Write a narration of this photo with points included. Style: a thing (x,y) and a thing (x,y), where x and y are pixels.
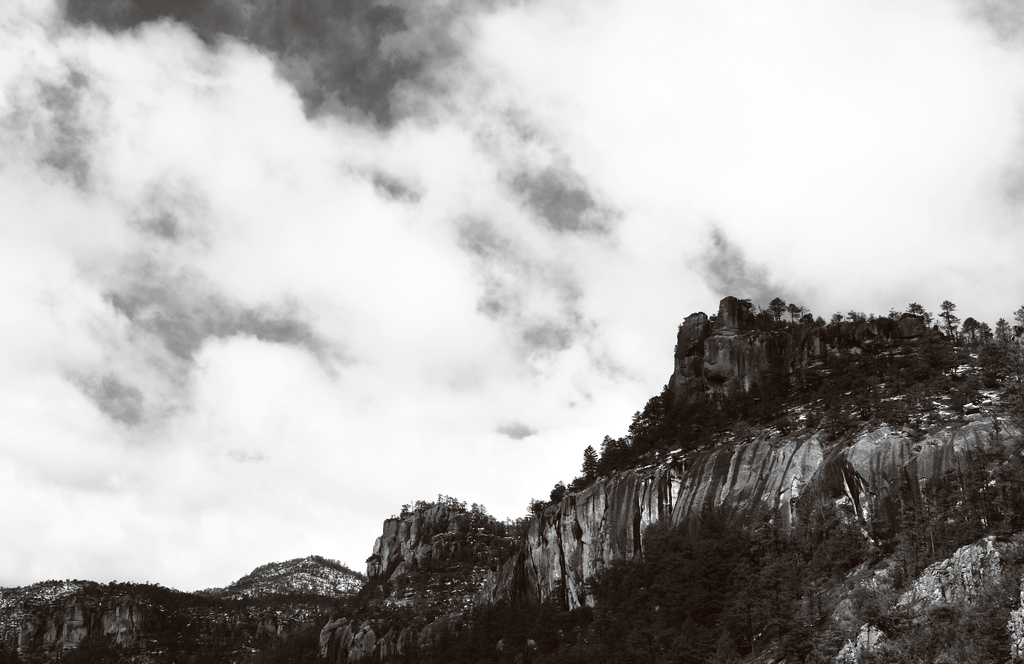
In this image I can see number of trees (804,636) and clouds (376,428). I can also see this image is black and white in colour.
